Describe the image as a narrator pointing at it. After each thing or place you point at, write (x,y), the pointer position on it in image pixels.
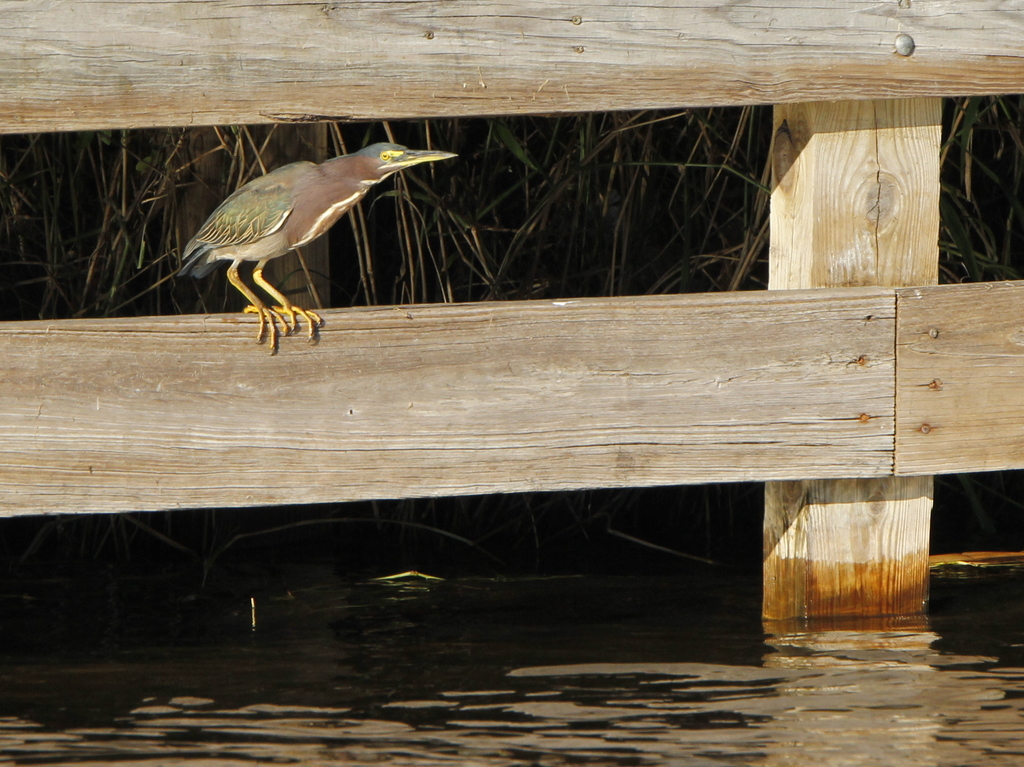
In this picture there is a bird (283,217) standing on the wooden railing (595,454). There are plants (682,240) behind the railing (503,89). At the bottom (487,666) there is water (650,716).
